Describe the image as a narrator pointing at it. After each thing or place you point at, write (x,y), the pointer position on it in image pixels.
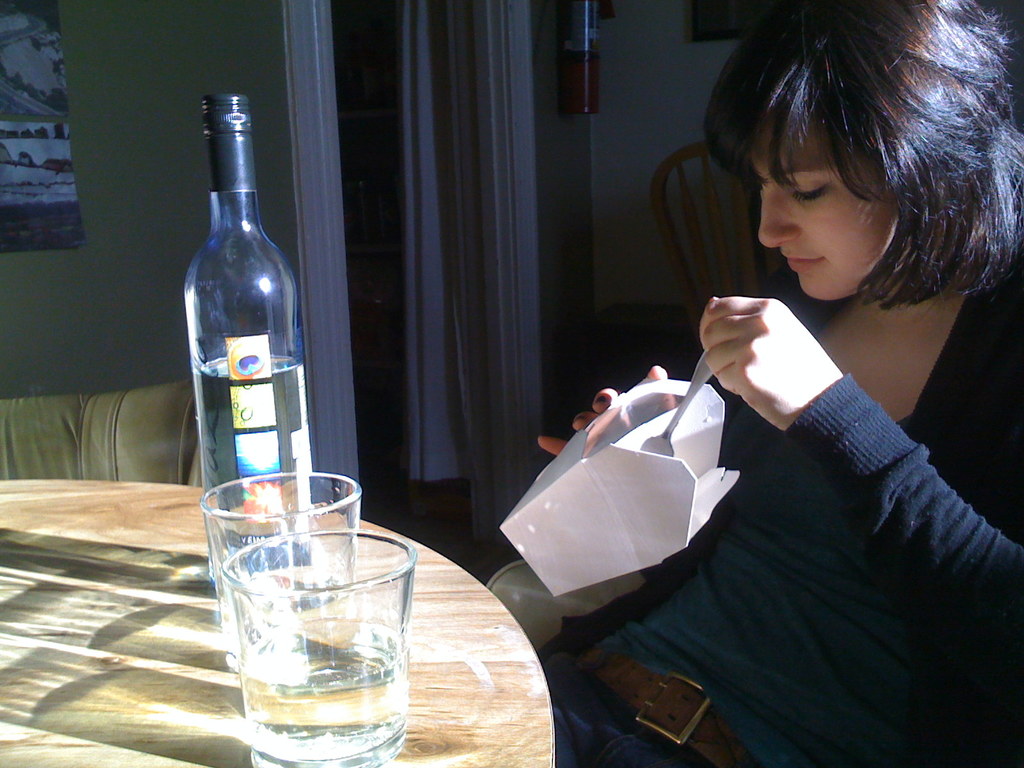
In this picture we can see woman (776,607) sitting on chair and in front of them there is table (109,603) and on table (432,647) we can see glass (273,657), bottle (239,338) and background (76,31) we can see wall (122,112), frame (10,60), curtains (428,340), chair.
